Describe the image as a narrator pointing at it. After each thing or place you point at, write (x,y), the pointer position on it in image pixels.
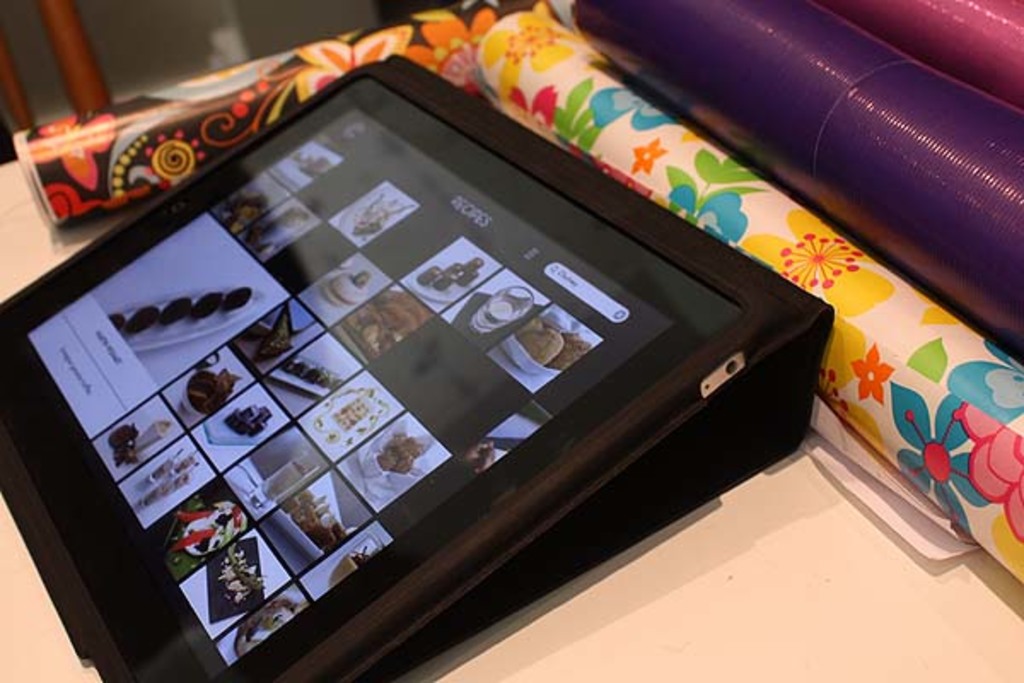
There is a tab (593,229) having screen (623,358) which is having images (211,366). Beside this, there are rolls (890,172) arranged on the table (874,598).
